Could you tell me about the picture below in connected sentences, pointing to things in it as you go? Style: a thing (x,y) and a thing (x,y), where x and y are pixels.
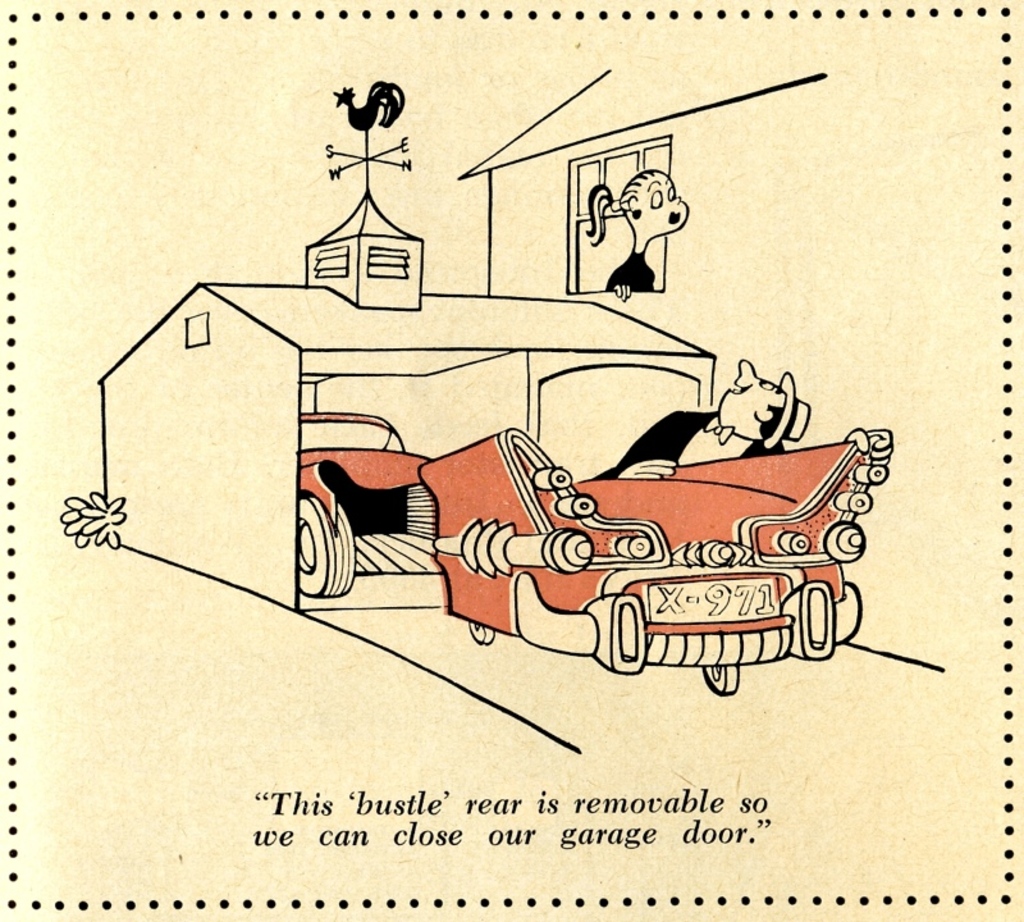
In this image we can see a cartoon image with a car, house (416,299) and two persons (633,212) and some text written on the picture.
